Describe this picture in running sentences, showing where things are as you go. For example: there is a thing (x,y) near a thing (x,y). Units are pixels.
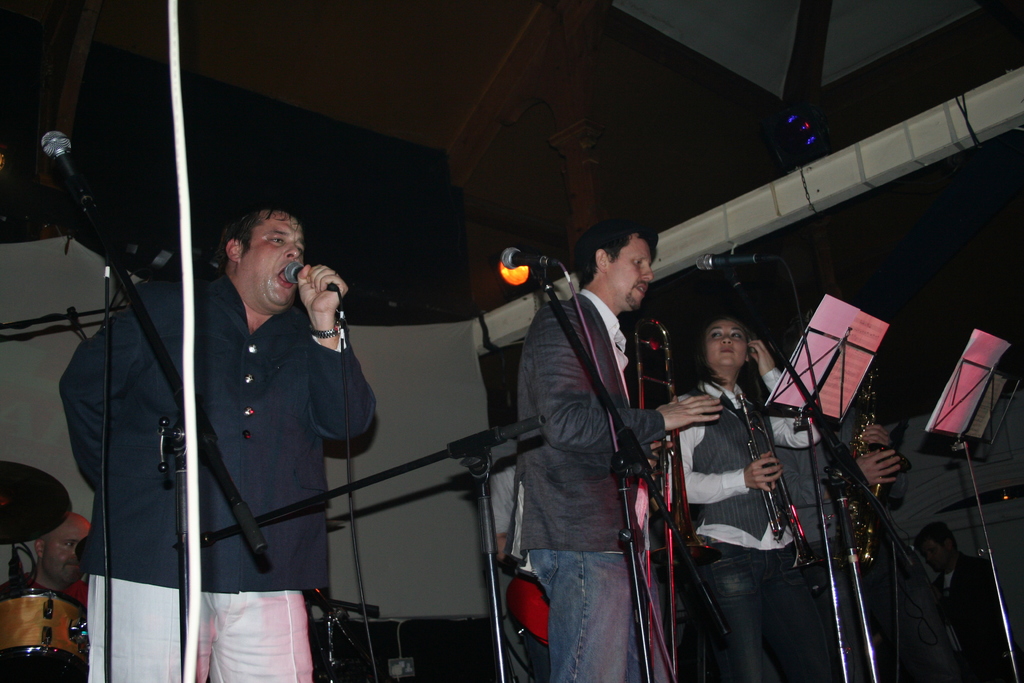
There are four persons (360,366) standing on a stage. They are playing a musical instruments (642,379). On the left side (300,231) we have a person (294,258). He is singing a song. We can see in background (516,280) light (805,152) and curtain (410,216).
